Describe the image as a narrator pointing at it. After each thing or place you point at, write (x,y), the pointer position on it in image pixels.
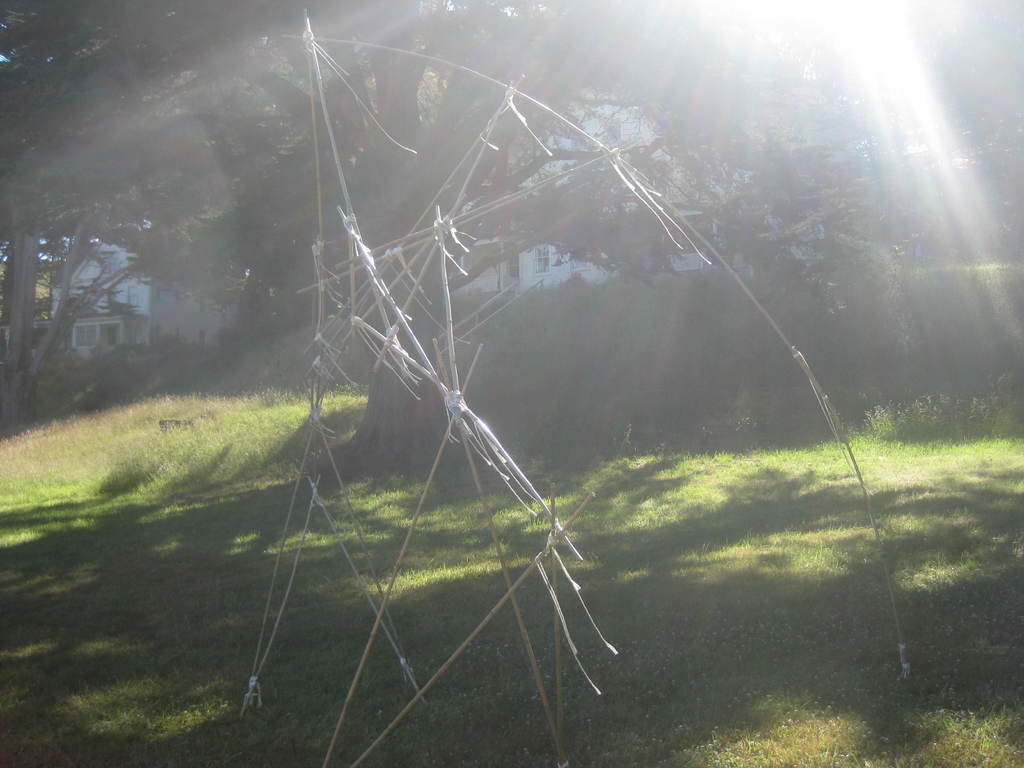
Here I can see some sticks (543,694). In the background (523,187) there are some trees (457,98) and buildings (137,331). At the bottom (99,659), I can see the grass (112,636) on the ground (105,614). At the top of the image (839,22) there is a light (832,22).
